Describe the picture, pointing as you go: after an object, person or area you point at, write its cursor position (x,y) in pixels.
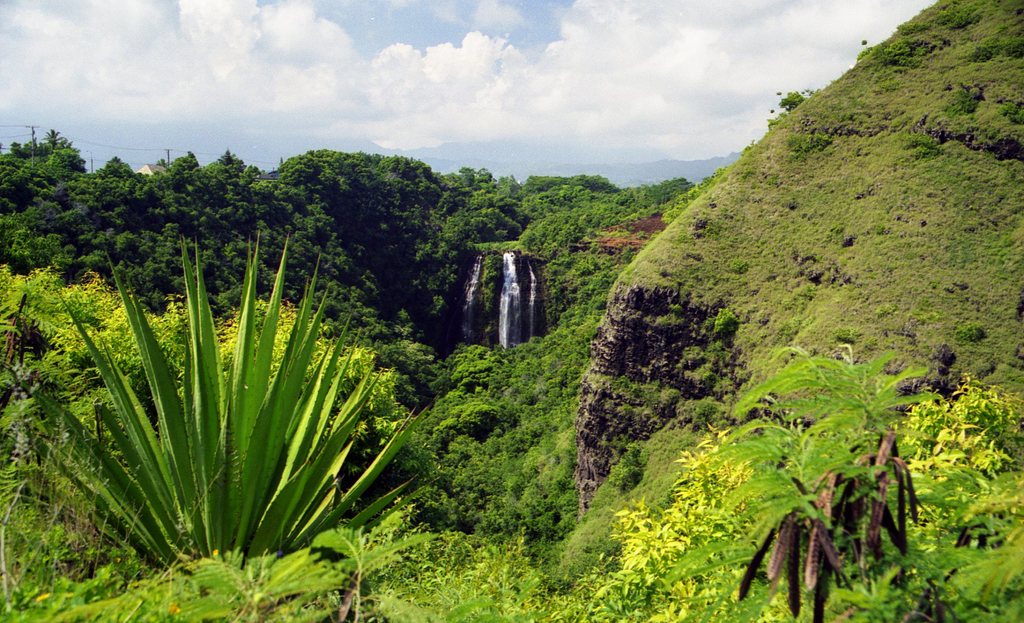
In this image I can see many plants (299,549), trees (207,189), water flow (499,320) and the mountains (622,307). In the background (468,93) I can see the clouds (510,88) and the sky (522,113).
